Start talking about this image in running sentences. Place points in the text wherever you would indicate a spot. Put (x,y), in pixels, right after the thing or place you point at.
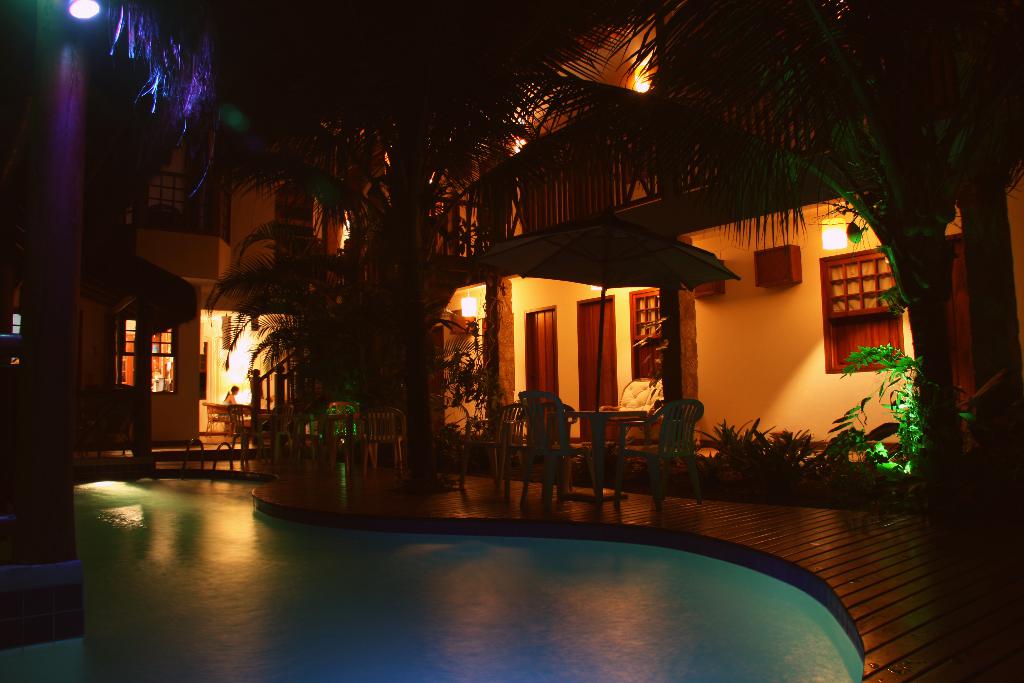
In this image we can see a pool (667,646), on right side of the image (780,462) there are some plants (788,476), chairs (542,458), tables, trees (424,171) and in the background of the image (482,202) there are some houses (231,246) and we can see a person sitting in a room (241,376).
